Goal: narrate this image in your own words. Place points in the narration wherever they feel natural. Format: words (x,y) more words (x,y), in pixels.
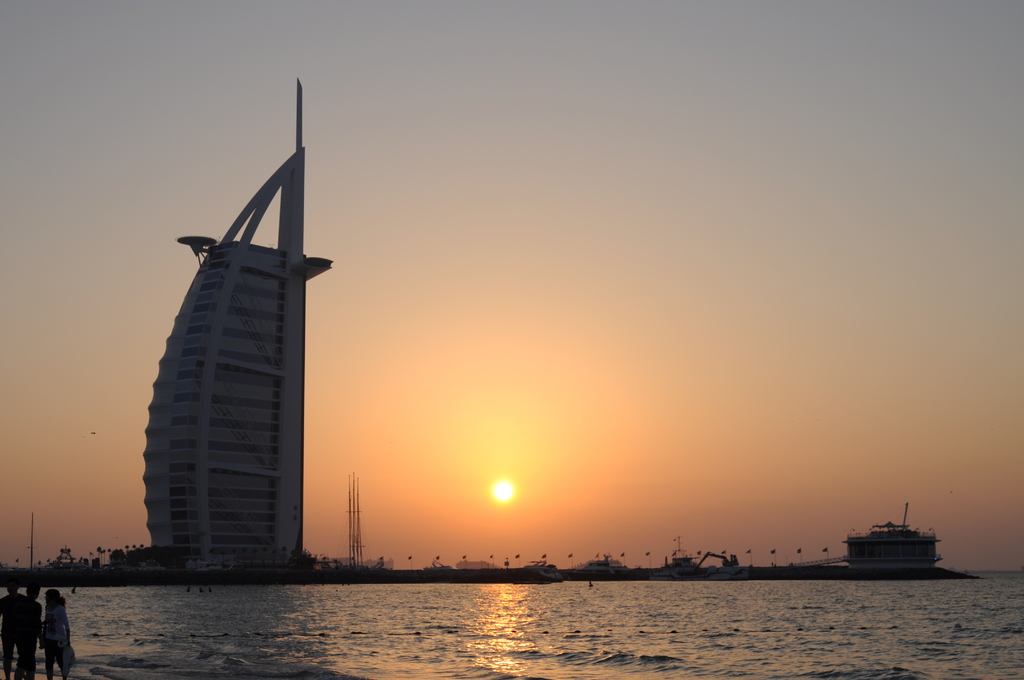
In the picture I can see some persons (42,641) standing, there is water (271,610) and in the background of the picture (848,497) there is building (292,491) and clear sky (561,415).
